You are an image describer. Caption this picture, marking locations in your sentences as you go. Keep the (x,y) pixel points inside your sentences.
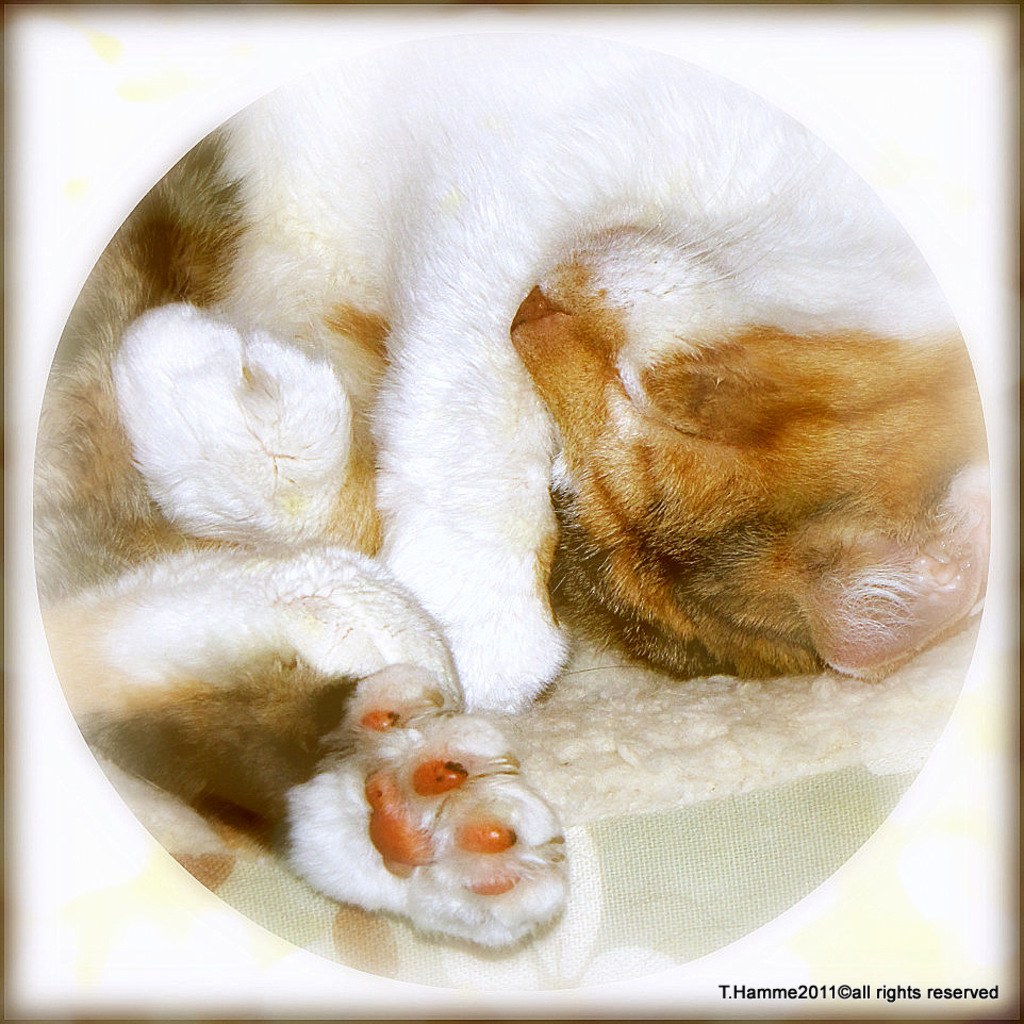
Here in this picture we can see a cat (497,396) laying over a place (549,778) and it looks like an edited image.
